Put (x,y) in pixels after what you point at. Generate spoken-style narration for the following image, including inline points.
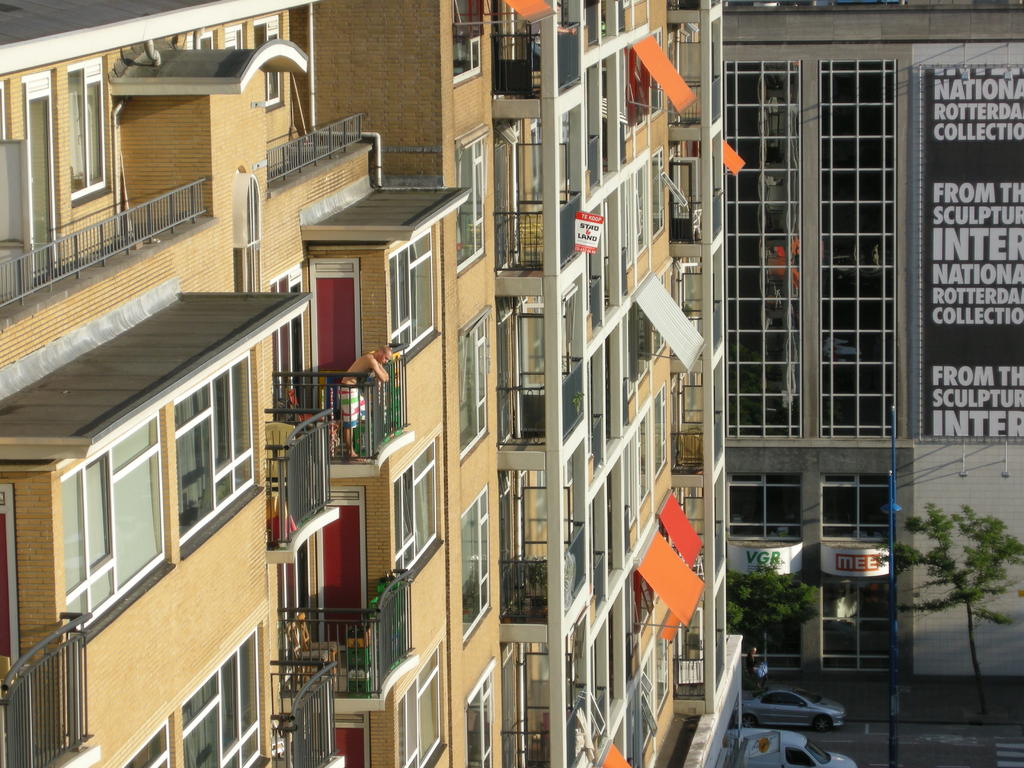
In this image a person (362,360) is standing on the balcony (380,396) of a building (297,415), beside there are few buildings (607,546). There are few vehicles (807,749) on the road (919,748), beside there is a pavement (928,692) having few trees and a person (751,666) is walking on it.
